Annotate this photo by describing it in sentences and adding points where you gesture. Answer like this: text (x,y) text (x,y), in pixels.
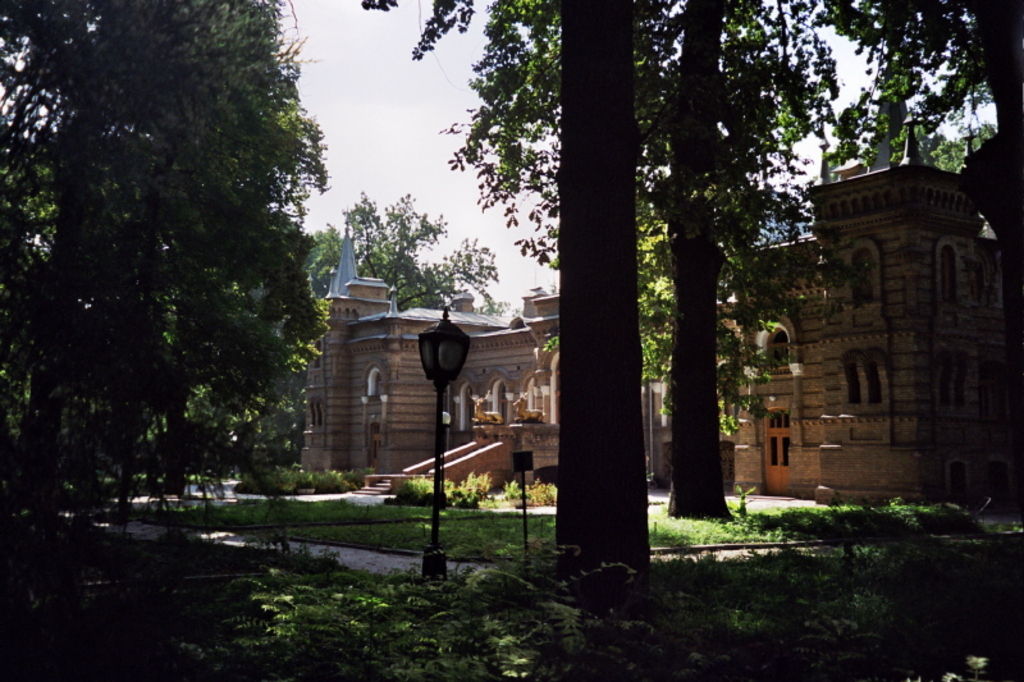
In the center of the image (451,359) we can see a light pole (437,521) and a group of trees (683,462). In the background (403,441), we can see a building (926,292) with windows (945,276) and sky (413,124).
